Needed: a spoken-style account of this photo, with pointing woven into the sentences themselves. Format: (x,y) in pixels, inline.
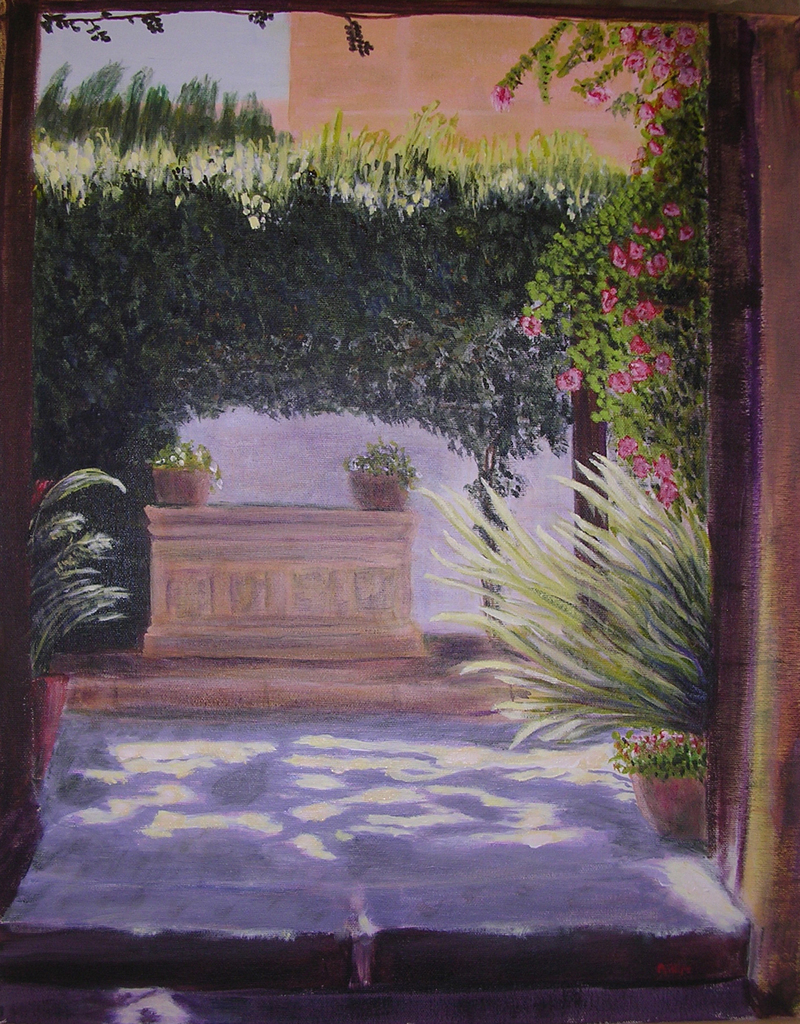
In this image we can see a painting (304,652). In this painting (304,652) there are trees (476,275) and we can see flowers (655,133). At the bottom (655,789) there are flower pots (376,496) and we can see grass (698,650).
